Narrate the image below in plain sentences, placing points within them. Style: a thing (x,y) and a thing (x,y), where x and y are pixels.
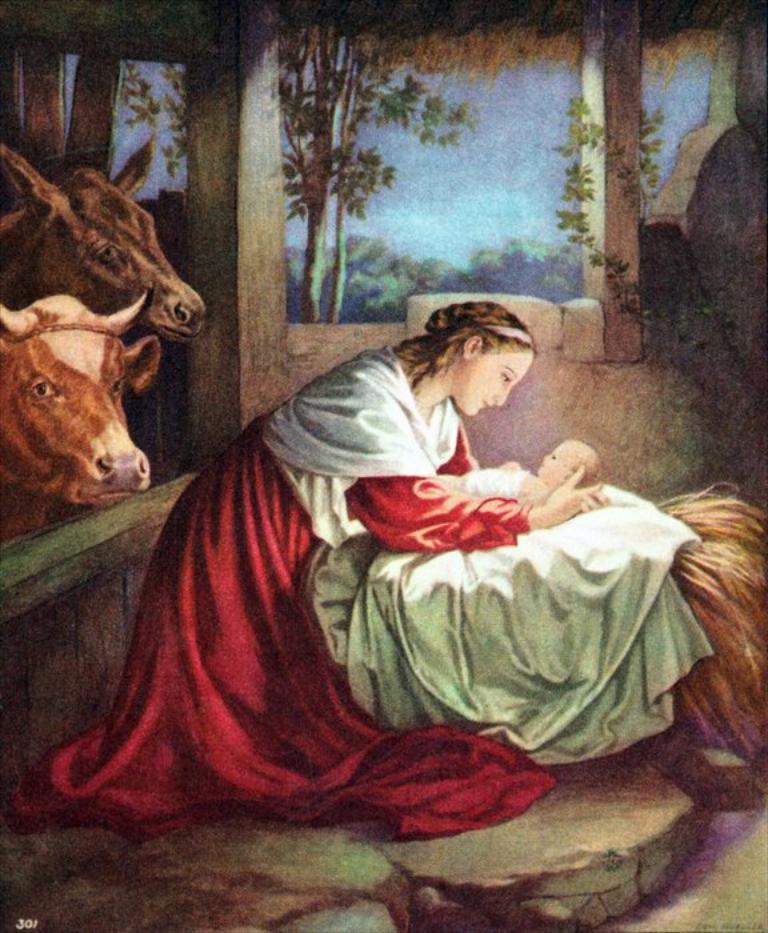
In the image there is a painting (234,407) of a woman (206,619) in red dress (311,699) holding a baby (485,485) and on the left side (80,372) there are a donkey (16,234) and a cow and in the back (335,251) there is wall (317,375) followed by trees (365,274) in the background (430,288).
